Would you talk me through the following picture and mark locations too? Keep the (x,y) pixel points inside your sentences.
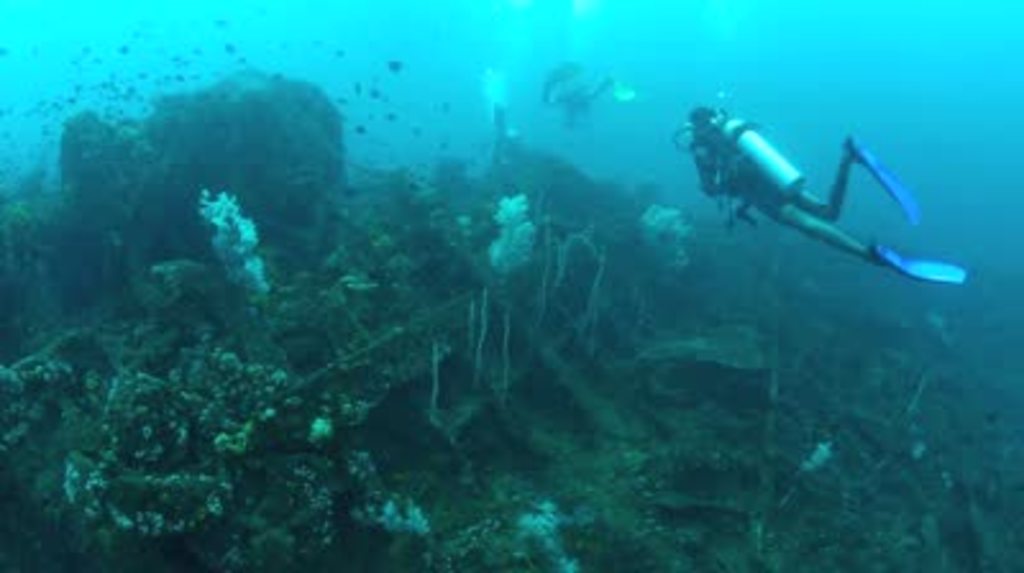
In this picture we can see a person (946,273) swimming in the water (845,262) and he wore a oxygen cylinder (761,151). Here we can see corals (295,343).
